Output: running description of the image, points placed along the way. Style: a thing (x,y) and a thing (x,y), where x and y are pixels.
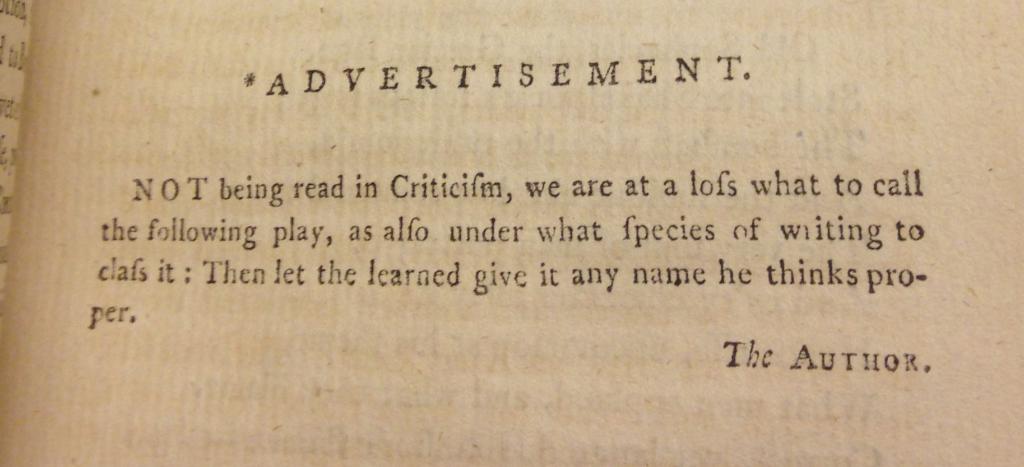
In this image we can see a paper (506,223) with the text (604,255) on it.
